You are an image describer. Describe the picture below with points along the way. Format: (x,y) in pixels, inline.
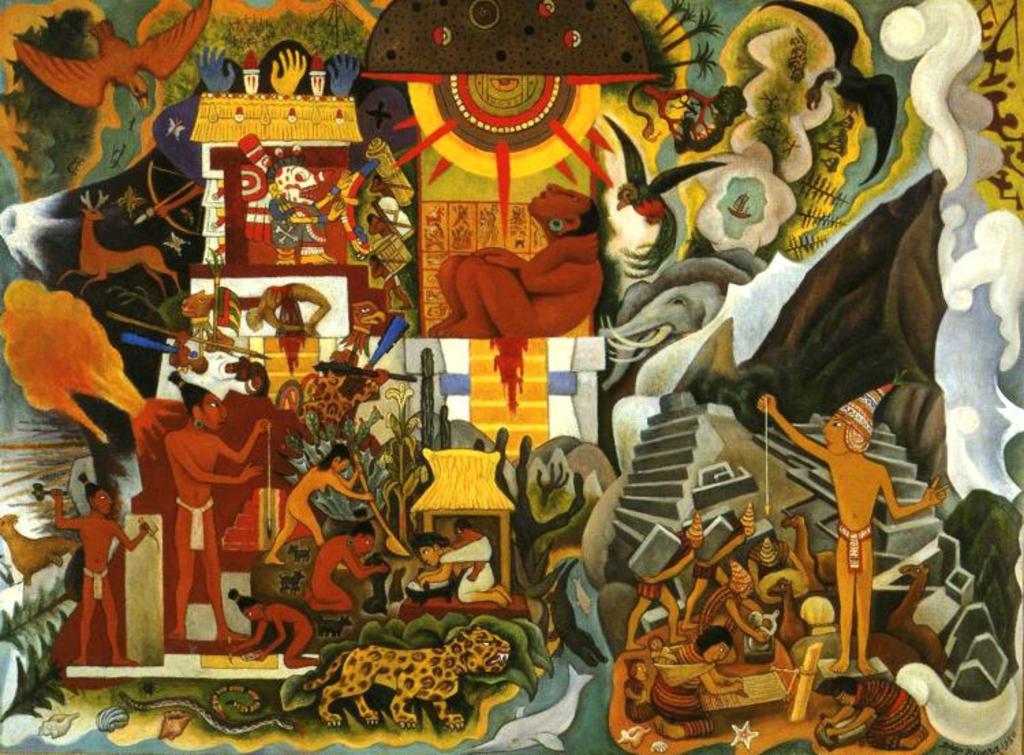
In this image there is a painting (453,399) in which there are few people (189,497) standing on the left side (220,580) bottom. On the right side (731,612) bottom there are few other people (734,639) who are carrying the stones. There is a cheetah (396,673) at the bottom (411,659). At the top (486,227) there are so many arts (463,187). On the right side (840,234) there are hills (862,280). On the left side (171,63) top there is a bird (109,27).
